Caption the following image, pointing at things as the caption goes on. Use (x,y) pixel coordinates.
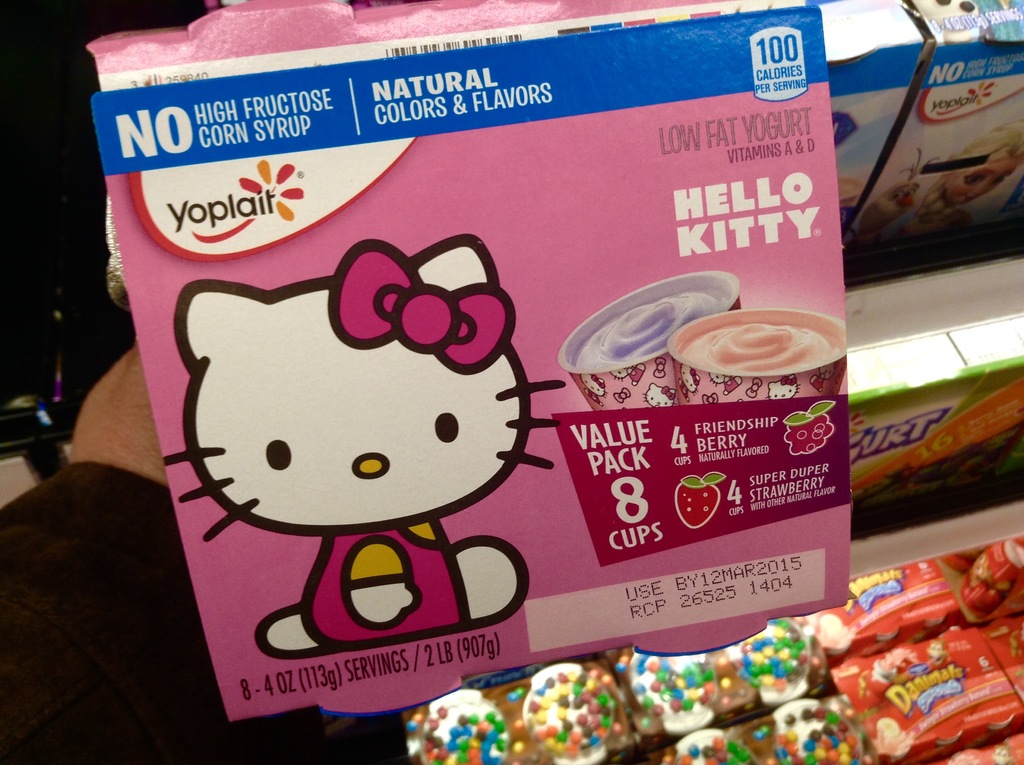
In this picture I can see there is some food (653,244) packed in the box (662,525), the person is holding the box (401,434) and there are few chocolates (850,742) arranged on the shelf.
